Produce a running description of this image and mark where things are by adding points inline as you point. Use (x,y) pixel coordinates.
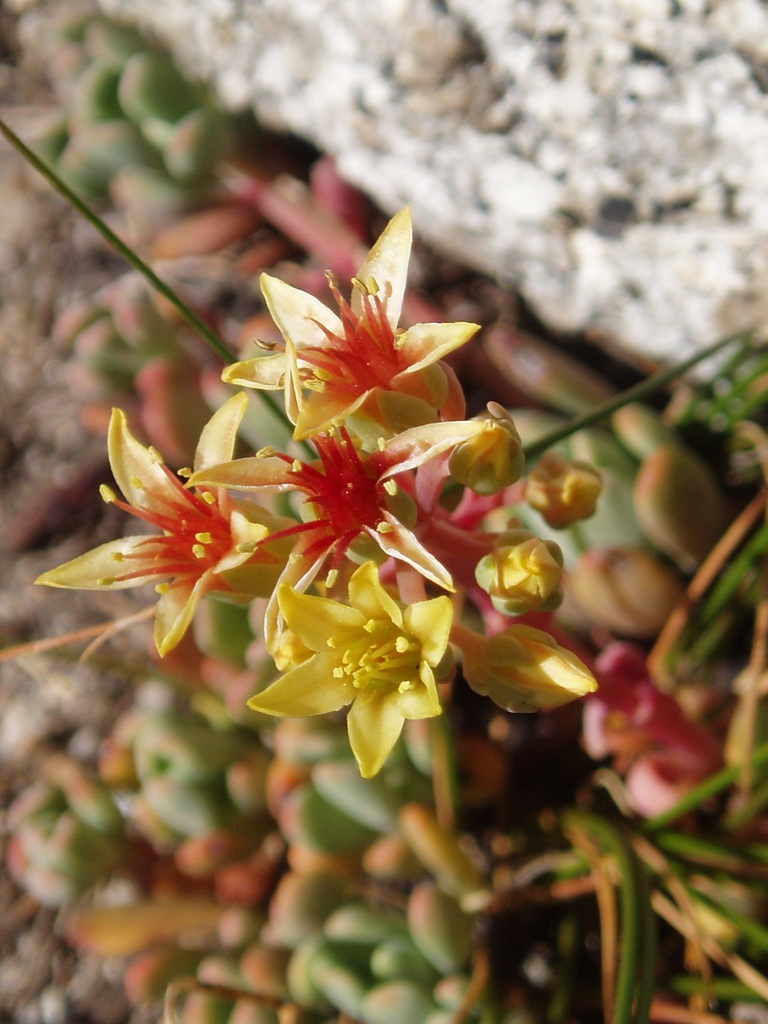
In this image we can see flowers (308,523) and buds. In the top right (563,118), we can see a rock (490,85). The background of the image (657,19) is blurred.
